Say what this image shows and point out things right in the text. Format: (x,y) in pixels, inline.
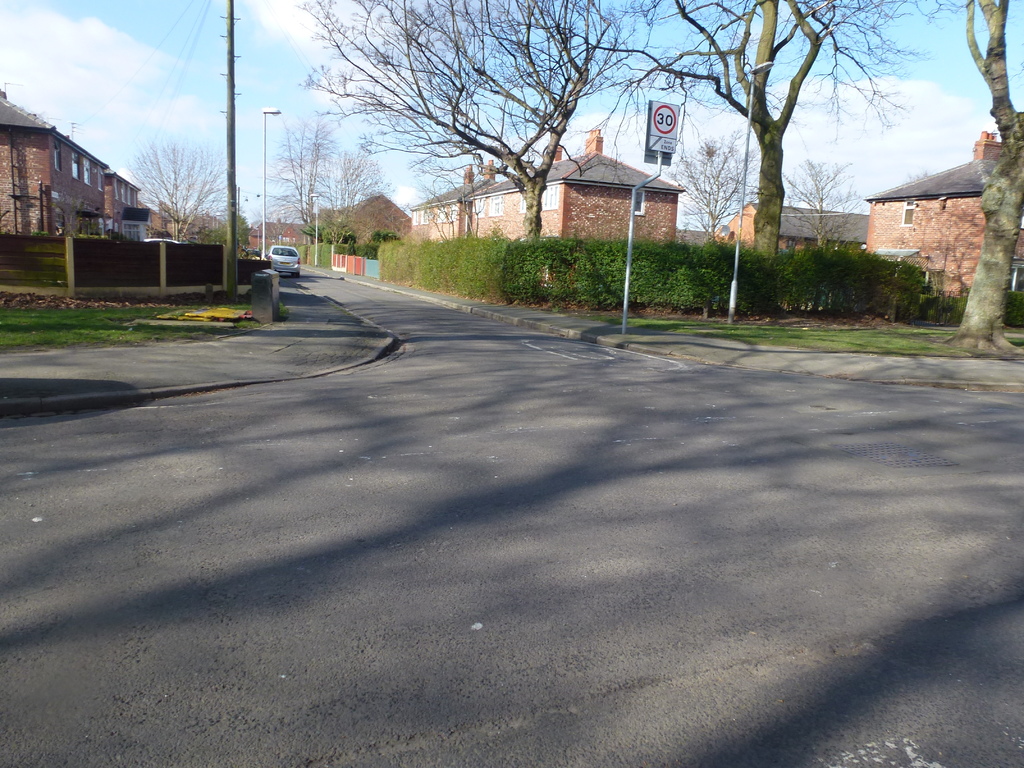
In this image we can see the road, vehicle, grass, plants (792,283), dried trees (986,292), fence (123,272), street lights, houses (1021,285), electrical poles (233,80), some written text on the board (664,125).
